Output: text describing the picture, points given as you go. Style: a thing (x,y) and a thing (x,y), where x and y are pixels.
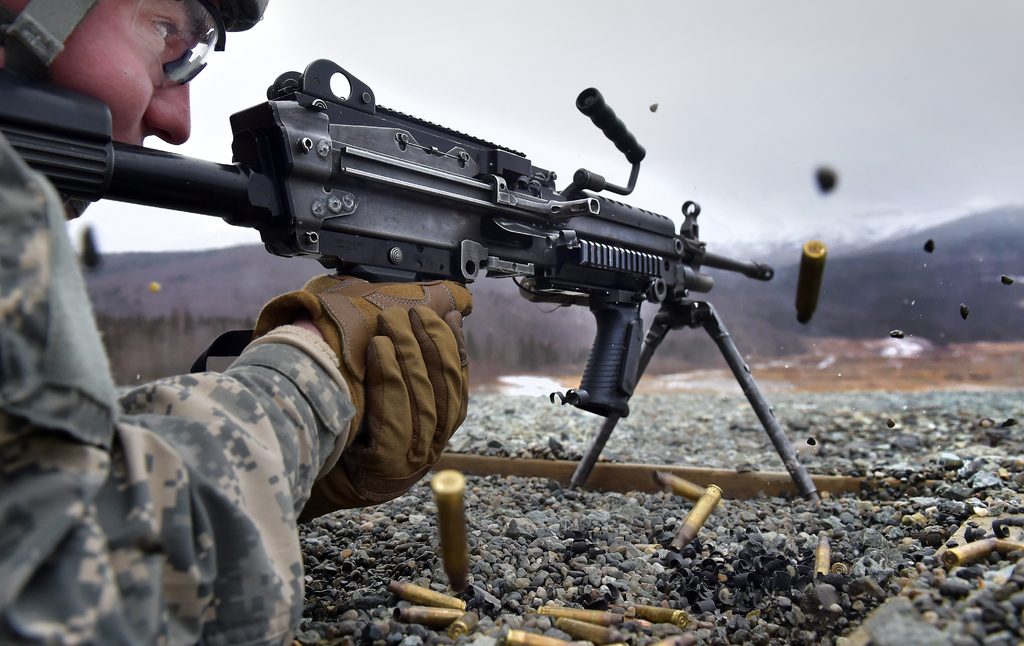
In this image there is a person (96,25) holding a gun (633,287). There are bullets (591,623). There are mountains (917,278).
